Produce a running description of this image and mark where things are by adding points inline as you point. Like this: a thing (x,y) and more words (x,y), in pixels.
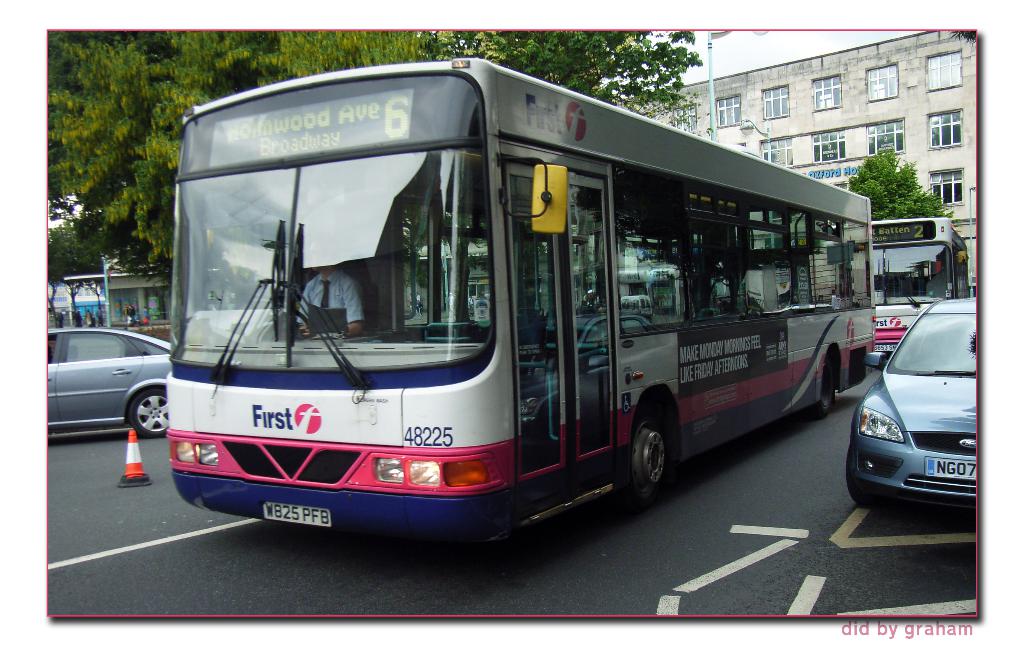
In this picture we can see white and pink color bus (536,481) on the road (162,496). Beside we can see silver color car (898,493) is parked on the road side (910,526). Behind we can see another bus (895,229) and a white color building (858,81) with many windows (727,125). In front bottom side we can see a traffic cones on the road (167,556).
